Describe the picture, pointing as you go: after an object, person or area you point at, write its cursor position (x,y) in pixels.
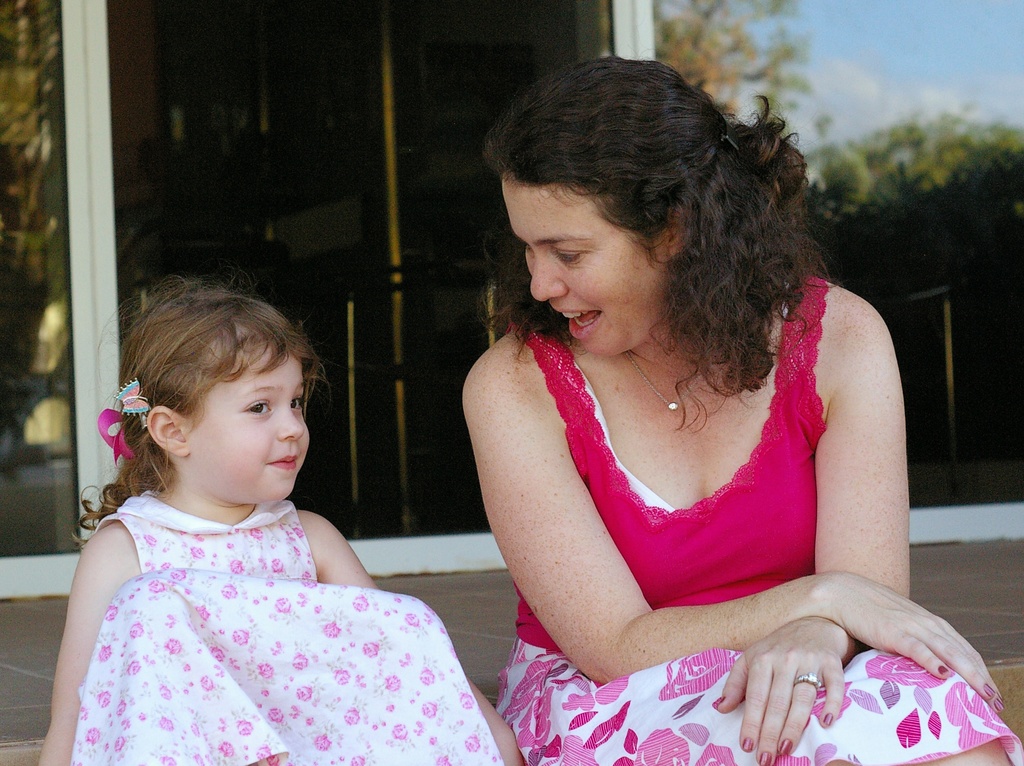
In this picture I can see a woman (967,735) and a girl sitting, and in the background (331,265) there are some items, and there is a reflection (905,253) of trees (988,186) and sky (899,65).
